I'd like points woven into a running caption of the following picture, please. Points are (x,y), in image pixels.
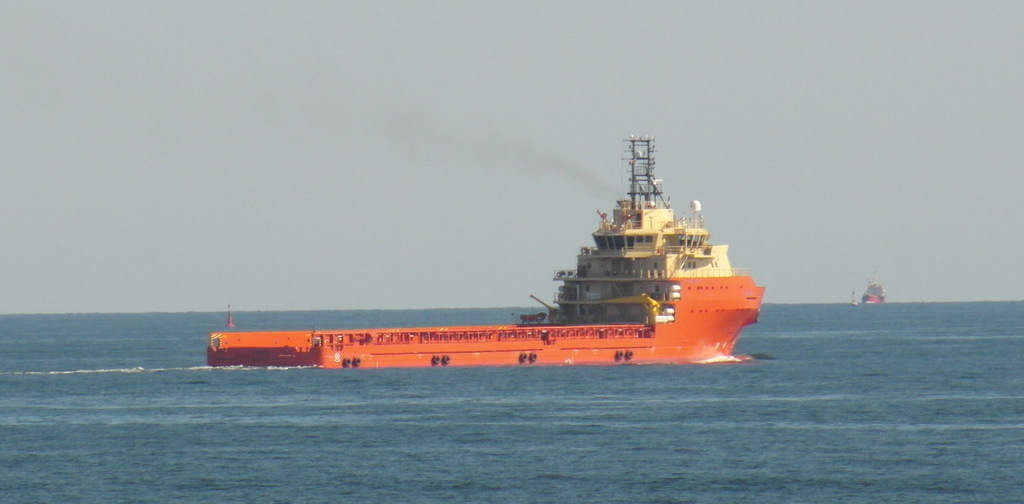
In this image we can see a ship (629,315) on the surface (385,380) of the water (672,406). In the background (878,303) we can also see another ship (871,292).
